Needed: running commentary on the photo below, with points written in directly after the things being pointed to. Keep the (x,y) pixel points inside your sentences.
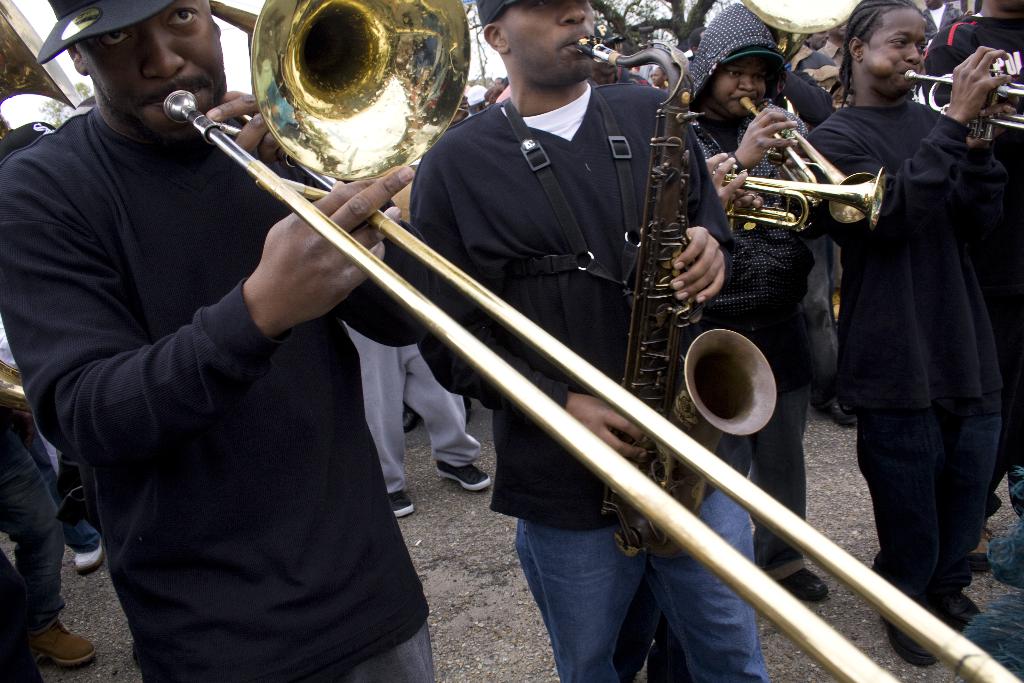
In this image there are group of people (631,236) standing and holding saxophone (662,216), trombone (356,13) and trumpets (1006,116), and in the background (621,68) there are group of people (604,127), there is a tree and sky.
